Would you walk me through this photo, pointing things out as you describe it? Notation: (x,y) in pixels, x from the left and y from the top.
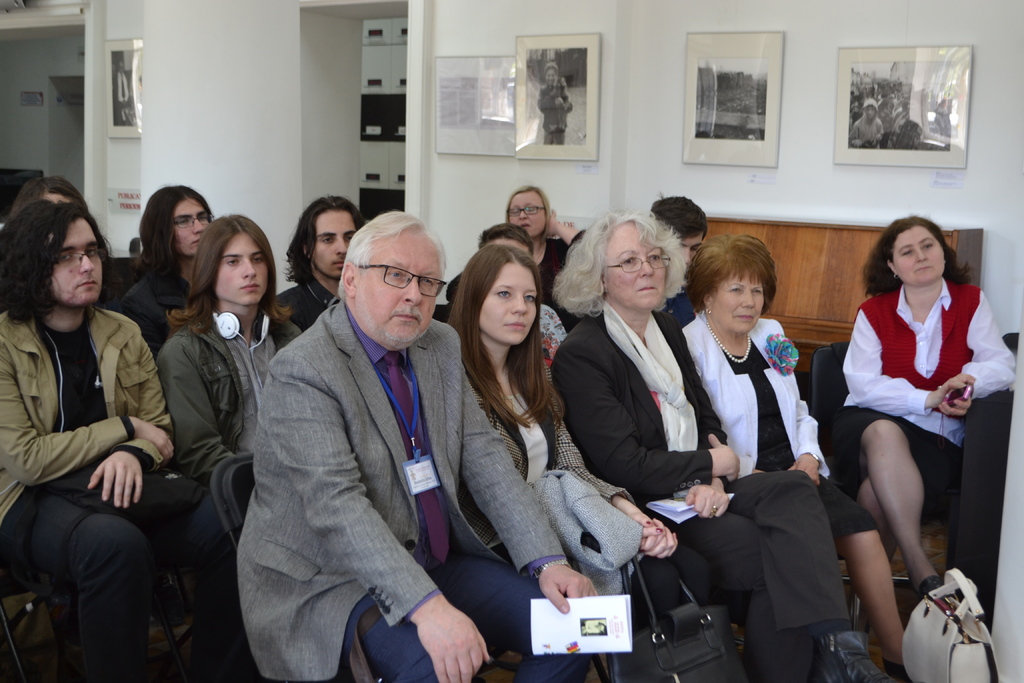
In the picture we can see some people (392,534) are sitting on the chairs (173,651) and beside them, we can see the wall (990,293) with photo frames (742,91).
